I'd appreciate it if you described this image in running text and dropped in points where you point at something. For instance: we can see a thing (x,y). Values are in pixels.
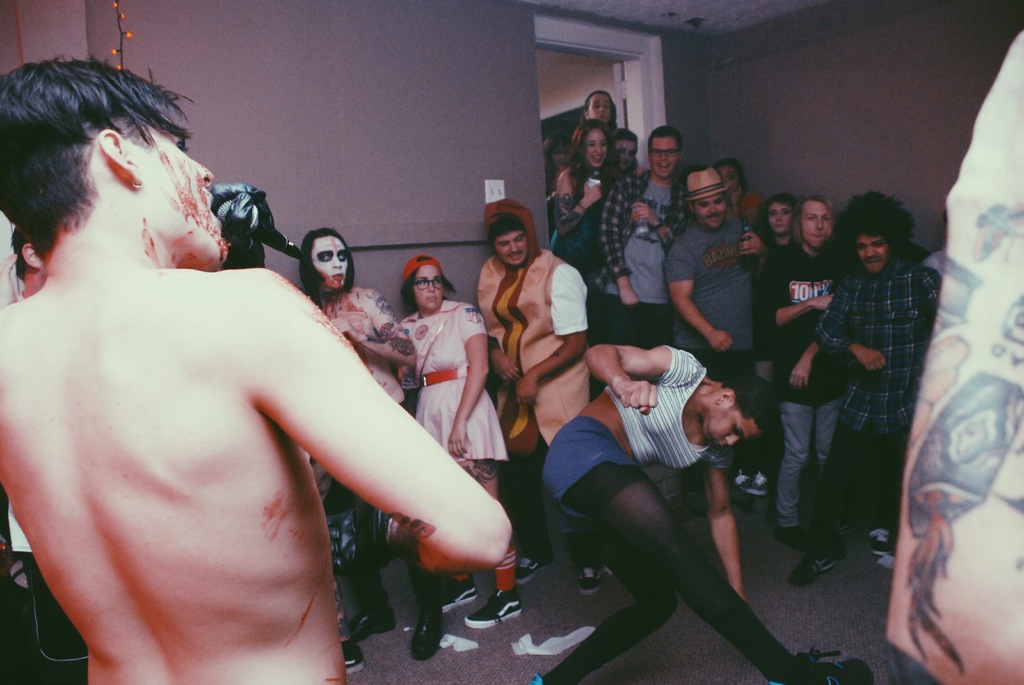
In this image, we can see some people (899,522) standing and there is a woman (633,493) dancing, in the background (423,42) there is a wall (451,62) and there is a door (594,49).
